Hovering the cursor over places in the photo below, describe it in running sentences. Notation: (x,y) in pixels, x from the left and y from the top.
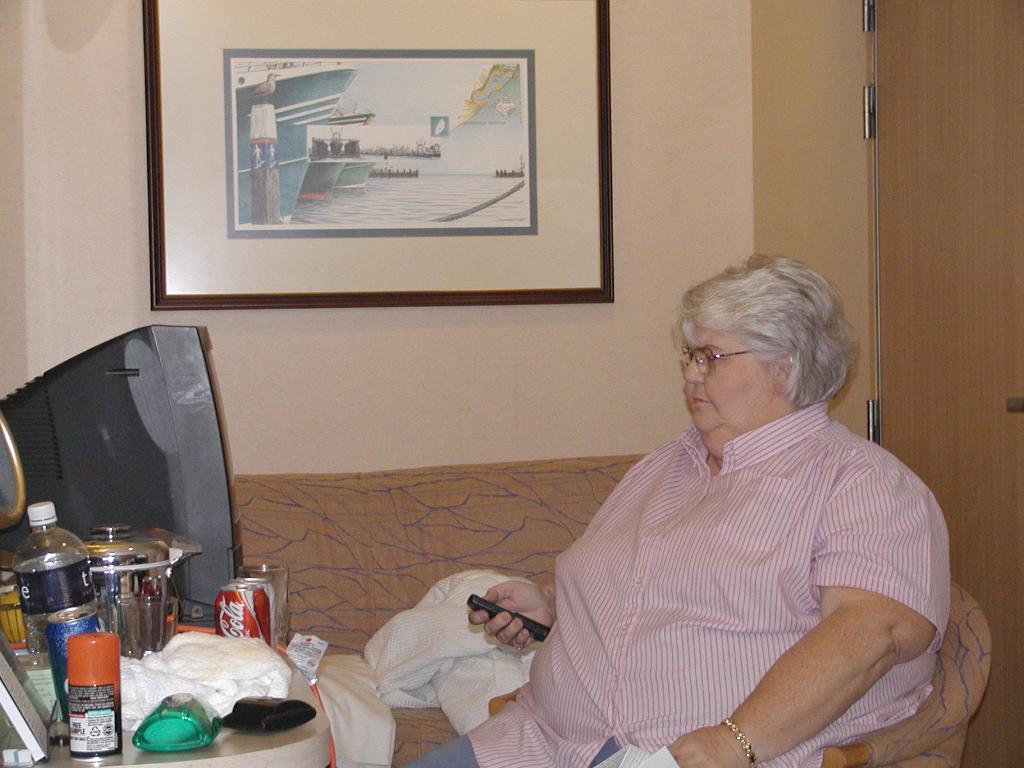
In the center of the image (682,377) we can see a person (786,697) is sitting on the chair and the person (534,764) is holding an object (528,621). In front of a person (565,628), there is a table (289,740). On the table (280,750), we can see one monitor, one water bottle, cans (91,653) and a few other objects (183,689). In the background (444,402), there is a wall (463,334), frame (493,130), couch (457,526), door (935,435) and microfiber cloths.
